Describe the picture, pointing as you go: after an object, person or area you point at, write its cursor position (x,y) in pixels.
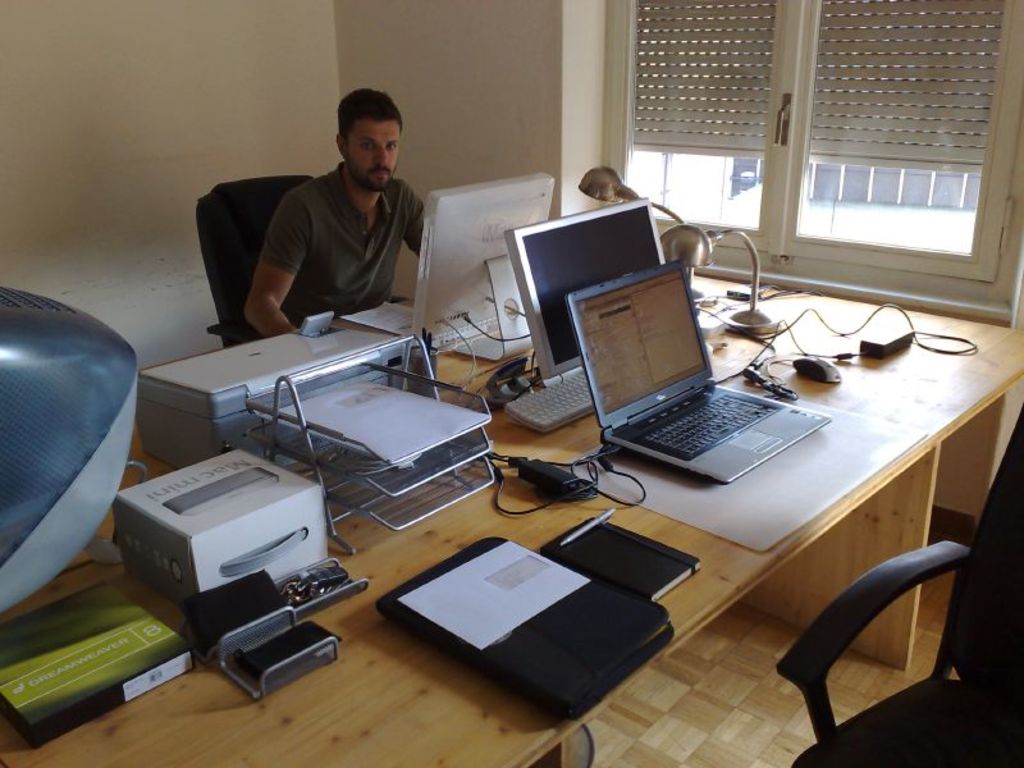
As we can see in the image, there is a white color wall (123,52), window (829,59), chair (901,720) and a table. On table (568,505) there is a laptop (674,406), papers (369,420), mouse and mobile phone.
